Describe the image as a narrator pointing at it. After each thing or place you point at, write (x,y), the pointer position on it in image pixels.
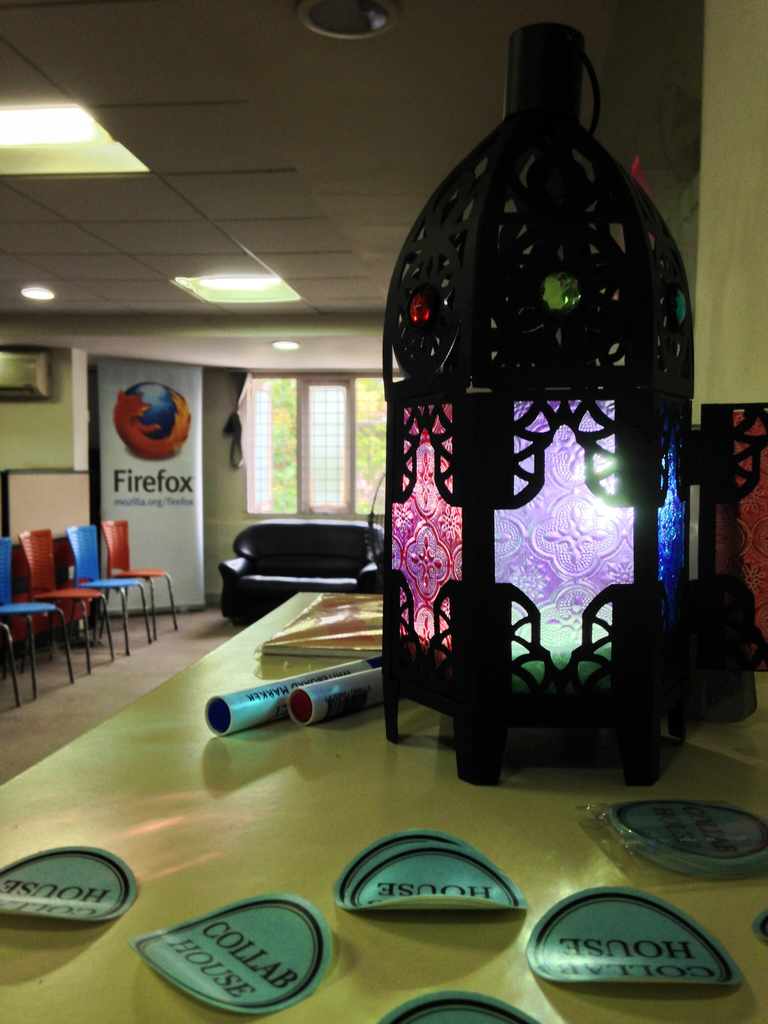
In this image, we can see papers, a book (326,635) and there are some objects (574,656) on the table (130,982) and in the background (258,534), there is a sofa (226,566) and we can see chairs (107,527) and a banner (185,468) and there are windows (246,447). At the top (10,150), there are lights (10,150) and we can see an air conditioner (38,383).
